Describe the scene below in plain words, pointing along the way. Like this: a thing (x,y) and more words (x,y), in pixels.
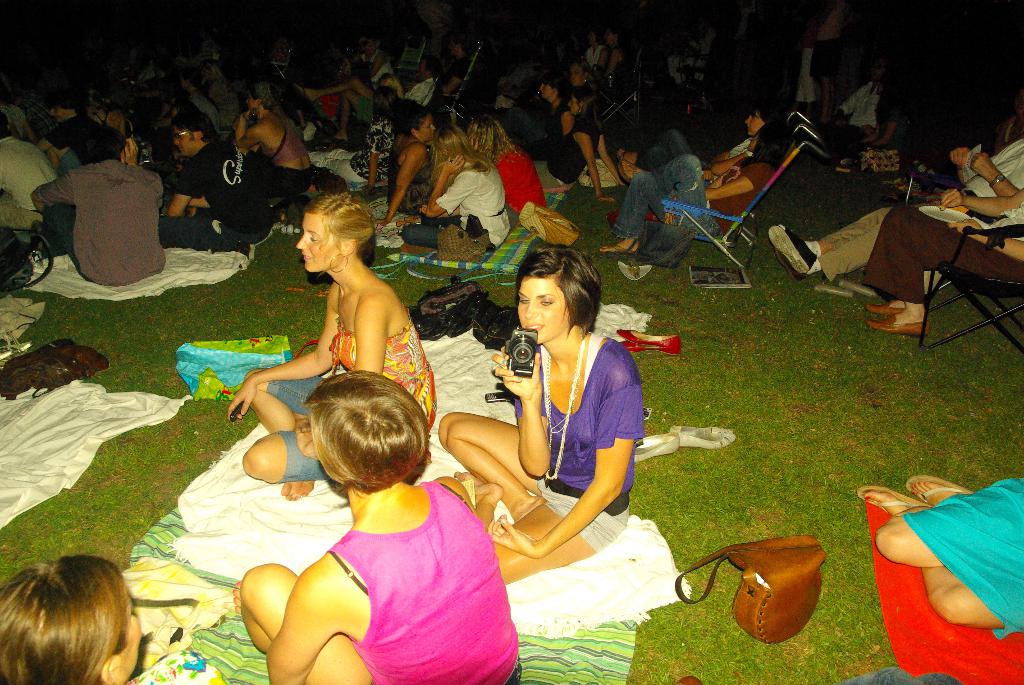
In this picture we can see some people (707,179) sitting on chairs (675,208) and some people (444,165) sitting on the clothes (640,322). On the ground (24,339), there are shoes (670,451), a handbag (787,546) and some objects (17,368). Behind the people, there is a dark background.
